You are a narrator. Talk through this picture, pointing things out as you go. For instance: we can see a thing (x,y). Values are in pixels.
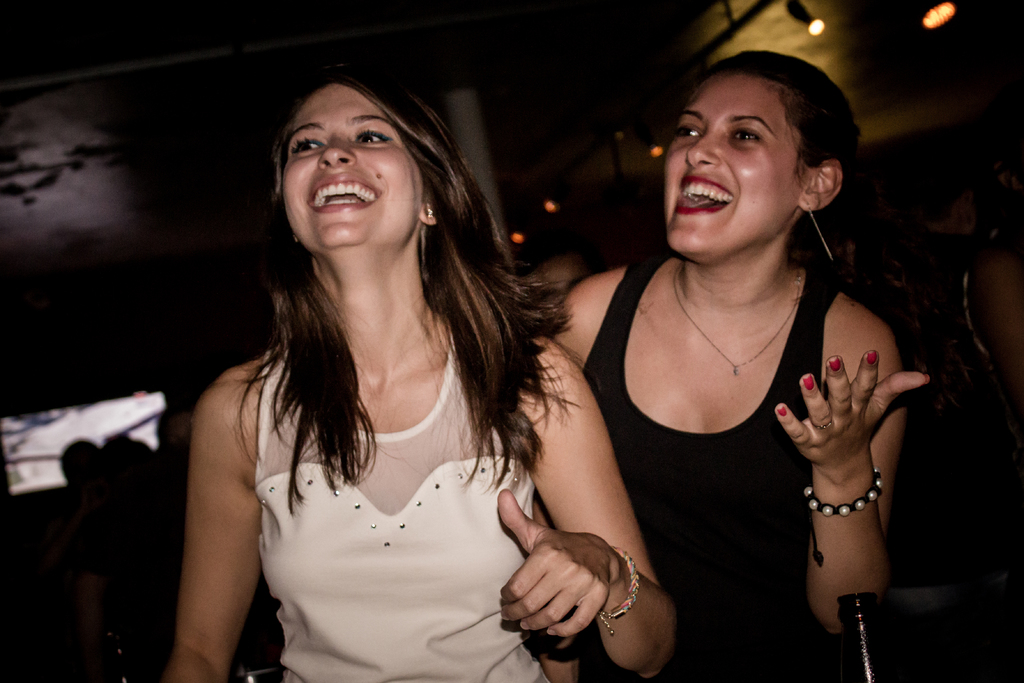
In this picture we can see two women (413,398) and they are smiling. There is a dark background (120,103) and we can see lights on the right side of the image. At the bottom (845,665) we can see a bottle (861,656) which is truncated.
